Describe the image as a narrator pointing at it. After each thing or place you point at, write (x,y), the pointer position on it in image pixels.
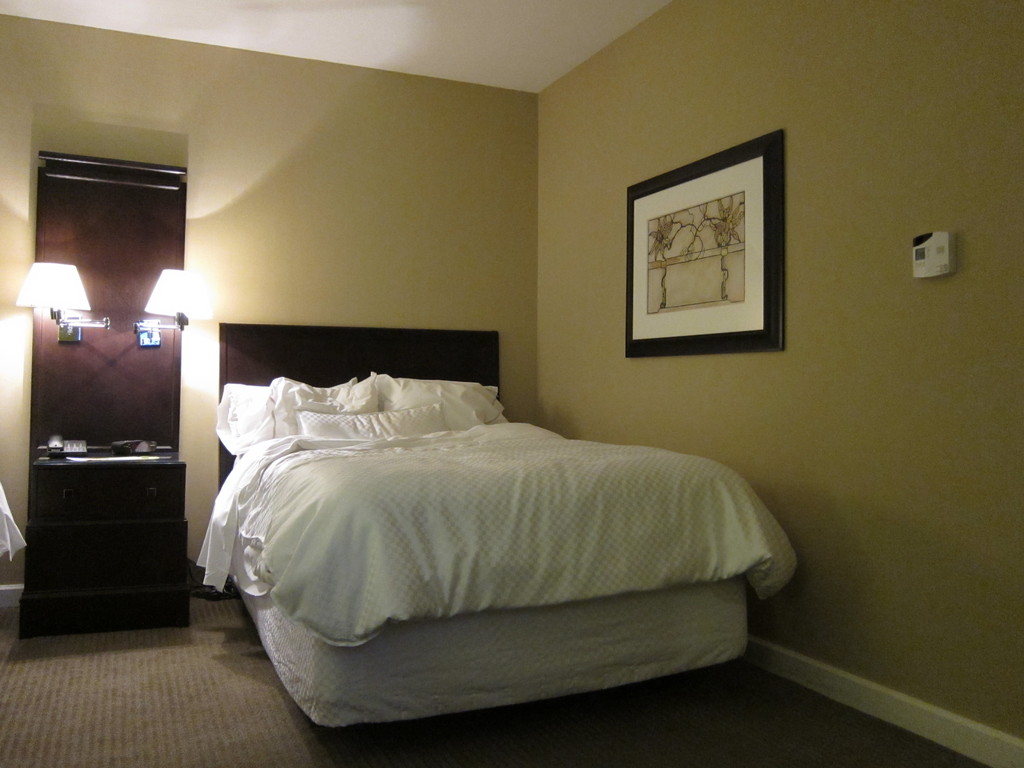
This picture is inside the room (506,410). In the middle of the room (624,378) there is a bed (415,452), at the right (718,260) there is a photo frame (695,234) on the wall (606,198) and at the left (41,292) there is a table (48,501) and there are two lamps (74,288) and telephone (80,450) on the table (103,465), at the bottom (180,723) there is a mat (409,724).
